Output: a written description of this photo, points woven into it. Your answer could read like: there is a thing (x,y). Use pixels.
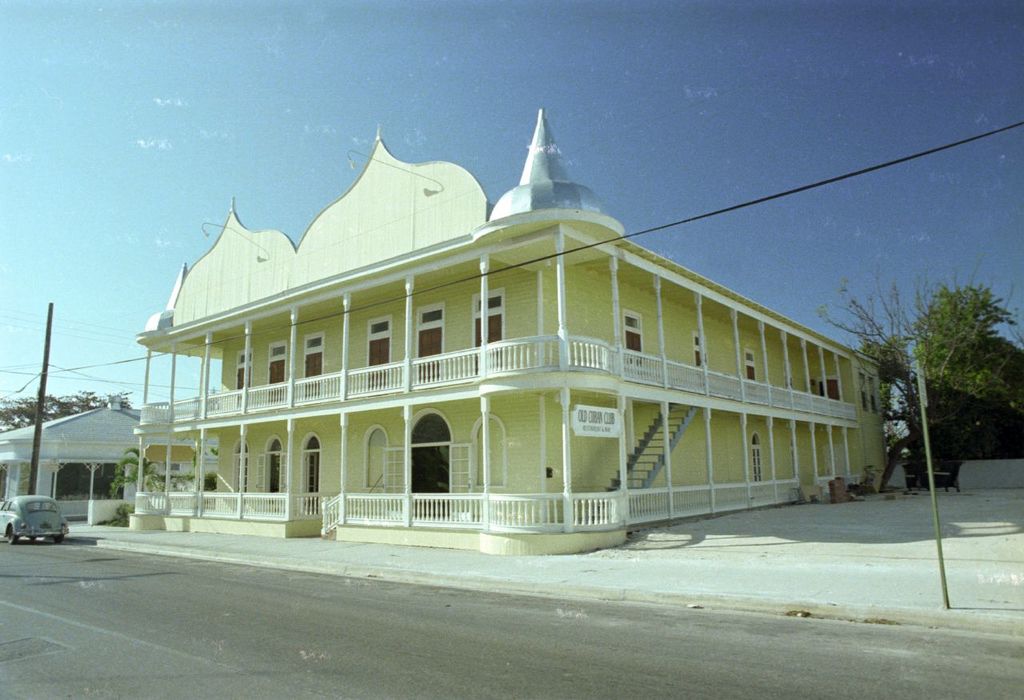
In this image I can see buildings (294,450), poles (35,470) which has wires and a vehicle (12,536) on the road (169,595). In the background (28,420) I can see trees (889,400) and the sky (636,156).
